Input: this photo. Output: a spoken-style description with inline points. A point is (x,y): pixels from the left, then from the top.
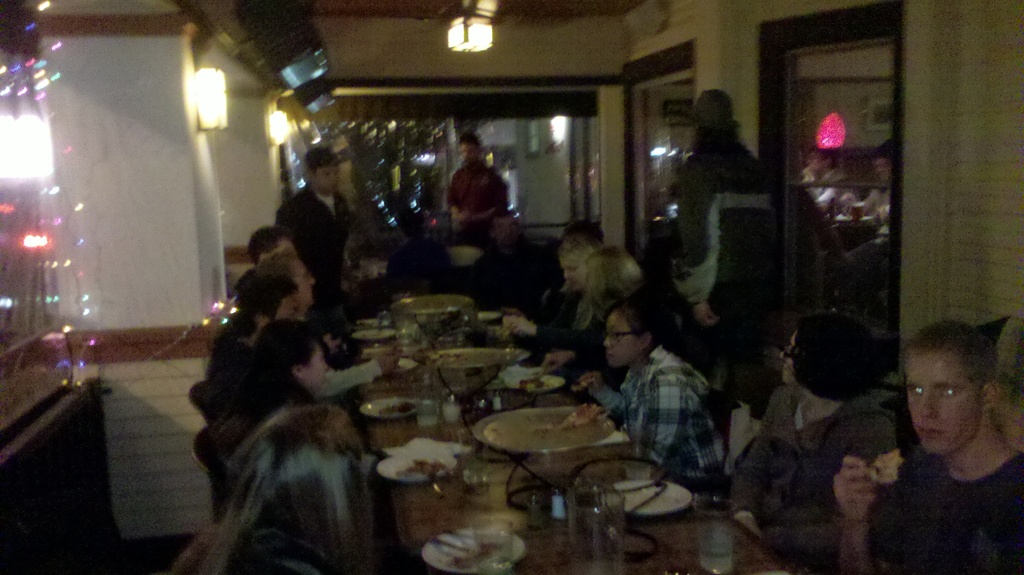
As we can see in the image there is a white color wall (139,130), lights (477,34), window (828,112), few people (751,247) here and there. There are chairs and table (445,342). On table (540,556) there are glasses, plates (486,539), bowls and food items (537,381).
